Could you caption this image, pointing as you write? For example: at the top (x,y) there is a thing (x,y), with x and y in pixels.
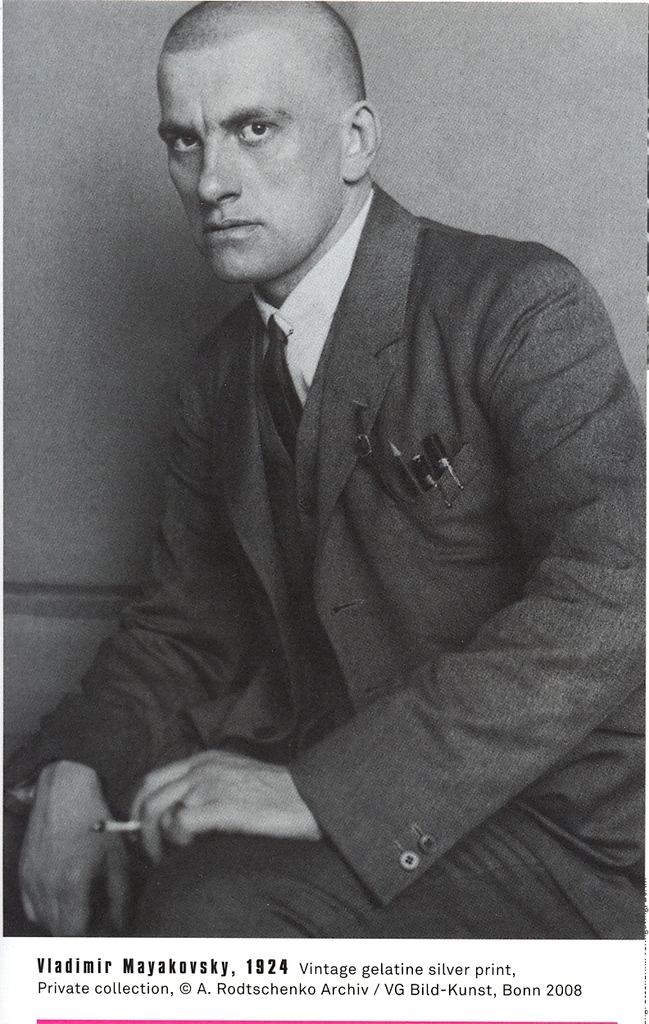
This is a black and white image. In the background (18,7) there is wall (555,107).
